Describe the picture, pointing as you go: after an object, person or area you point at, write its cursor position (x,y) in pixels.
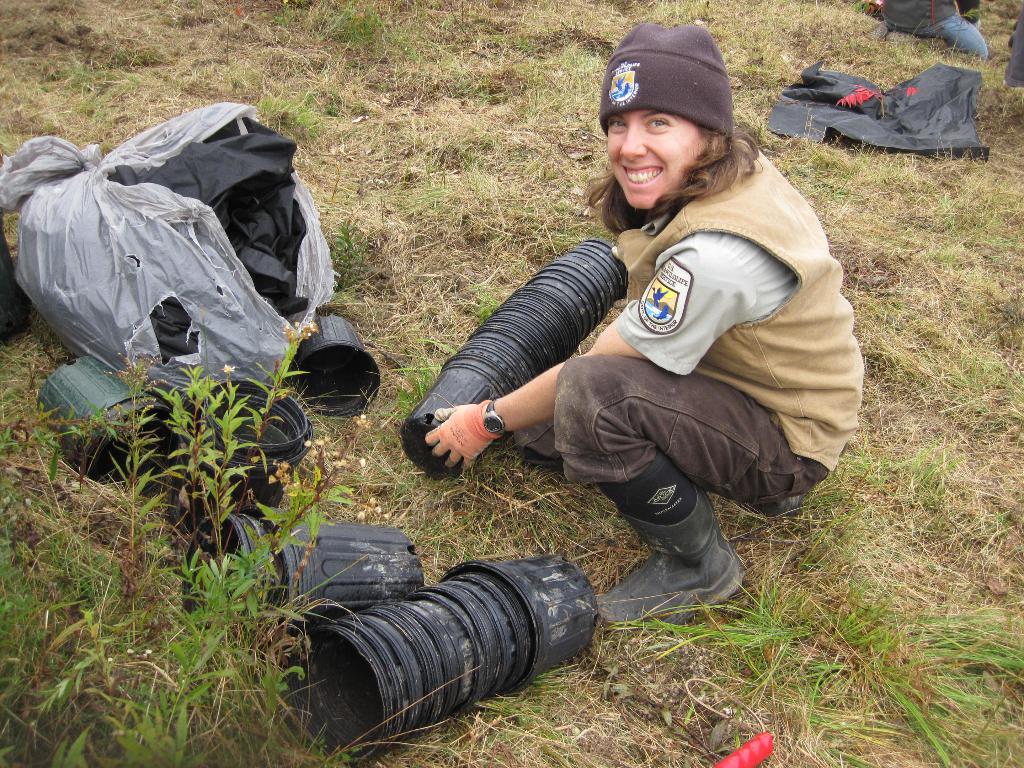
In this picture we can observe a girl (663,391) sitting on the ground (448,216). She is wearing a black color cap (666,46) on her head (650,69). We can observe black plant pots (421,583) on the ground (336,426). We can observe some grass (422,179) on the ground (367,110).
